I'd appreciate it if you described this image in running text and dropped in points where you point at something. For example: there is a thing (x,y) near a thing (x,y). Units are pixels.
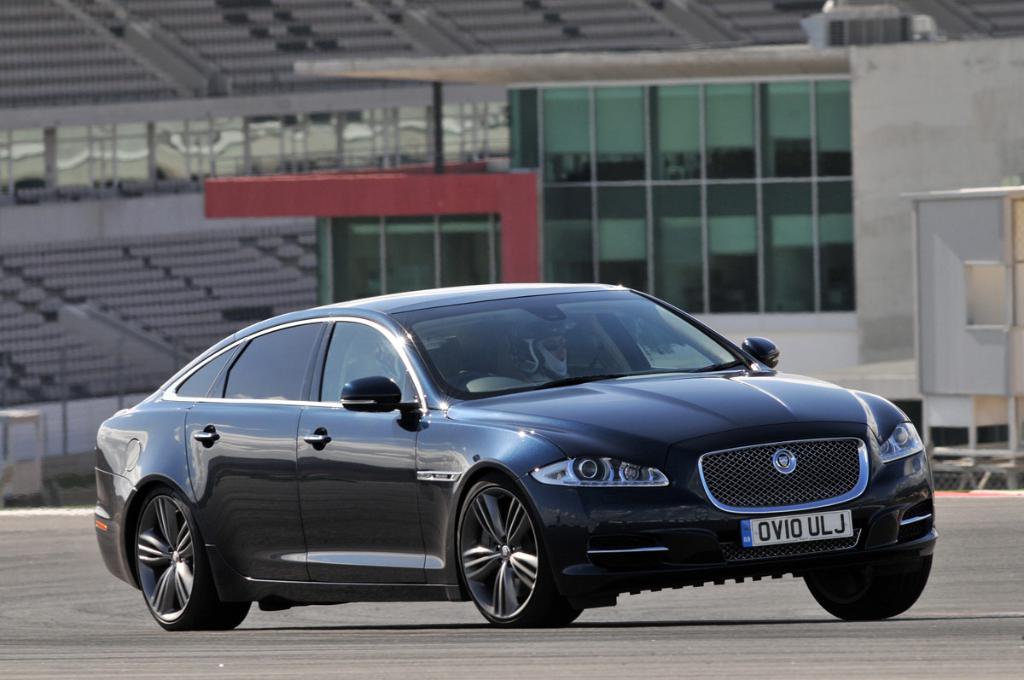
Here we can see two persons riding in a car (449,495) on the road (327,633). In the background (569,203) there is a building (241,207), chairs (456,6), poles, glasses (475,258) and some other objects (953,340).
